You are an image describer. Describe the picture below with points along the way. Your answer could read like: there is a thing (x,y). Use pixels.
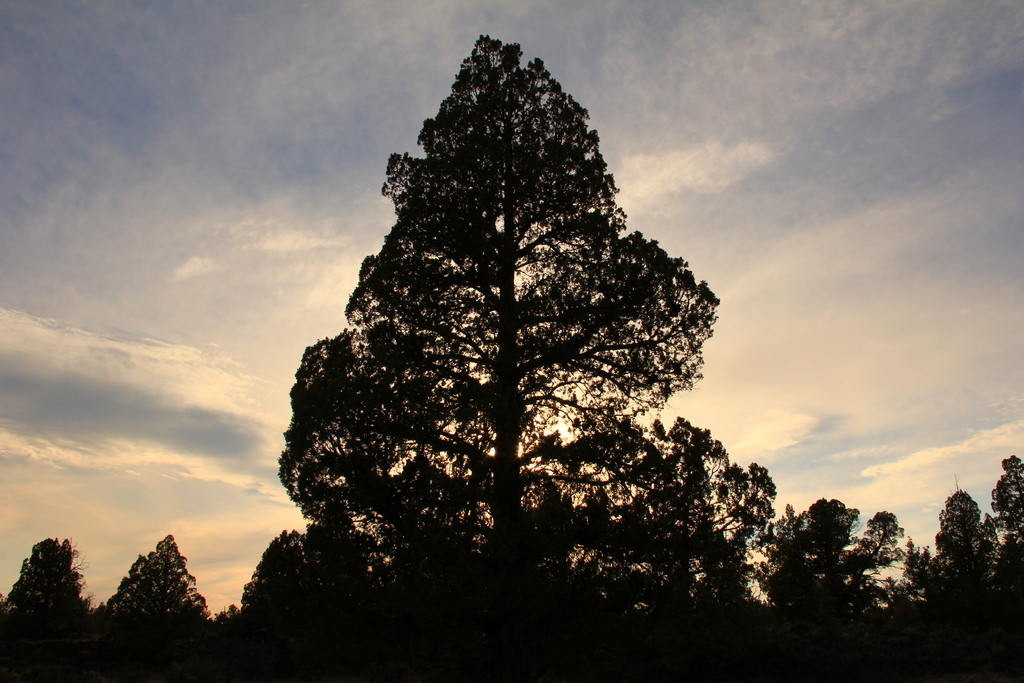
In this image, we can see so many trees (318,622). Background (985,390) there is the sky (923,392).
